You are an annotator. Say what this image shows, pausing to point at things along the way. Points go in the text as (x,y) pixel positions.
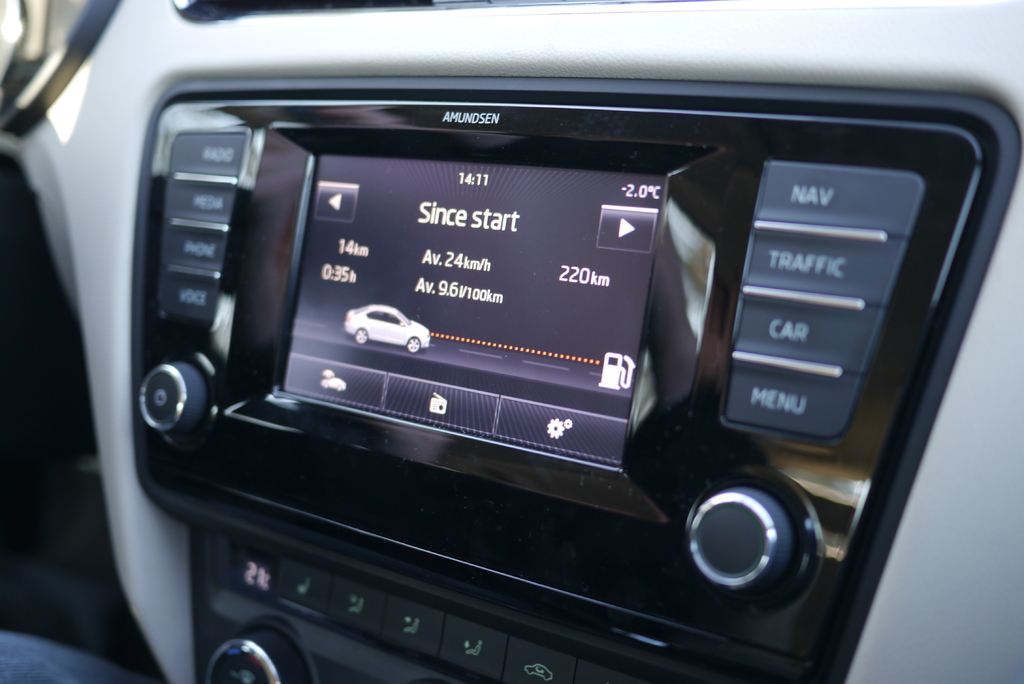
In this picture we can see the digital car cluster (362,366) with some buttons (736,492).
